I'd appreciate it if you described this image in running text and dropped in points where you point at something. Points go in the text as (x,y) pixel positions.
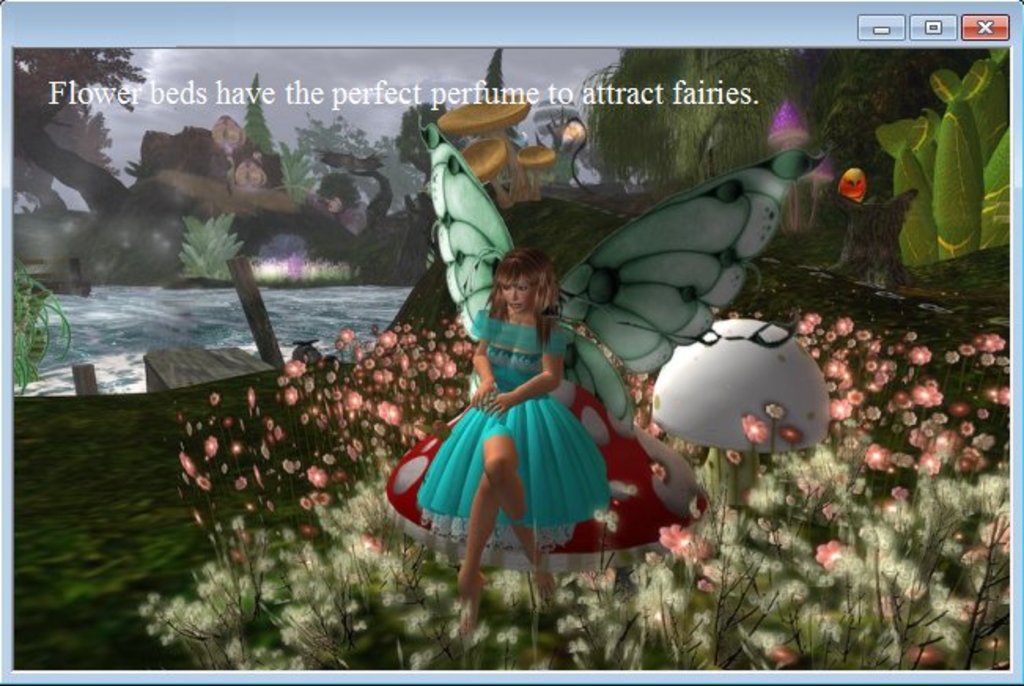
In this image we can see an animation picture. In the animation picture there are ground (136,407), flowers (334,588), woman (518,486) sitting on a mushroom (647,481), sky (177,69) and trees (355,190).
